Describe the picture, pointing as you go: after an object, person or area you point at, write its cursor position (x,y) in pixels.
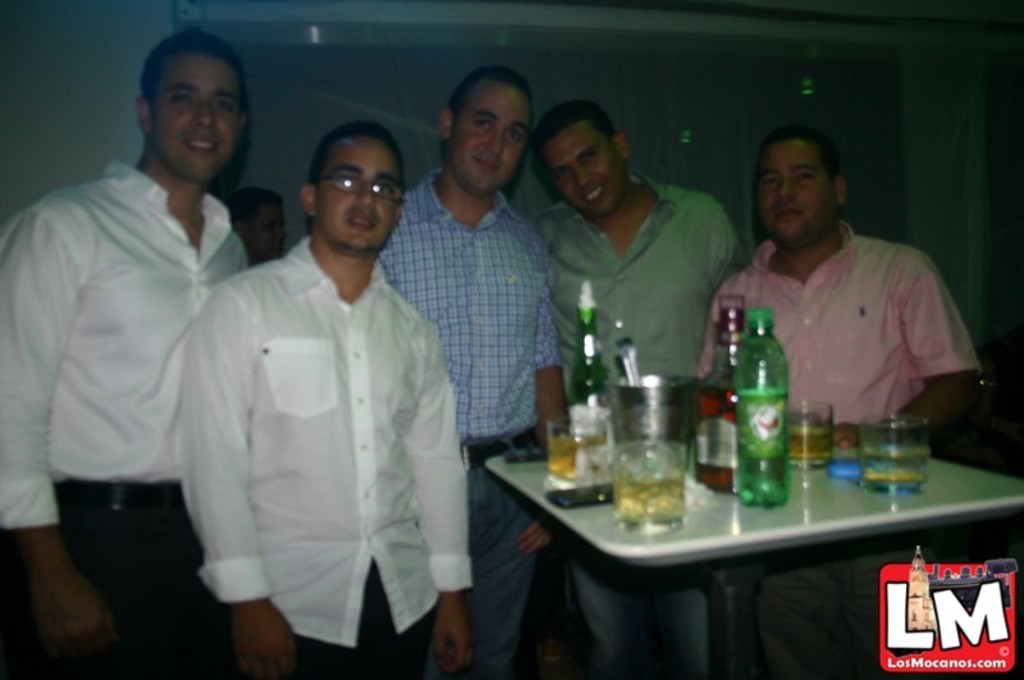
In this image there are group of persons (545,301) standing and in front of them there are bottles (754,490) and glasses (888,460) which are placed on table (842,504).
